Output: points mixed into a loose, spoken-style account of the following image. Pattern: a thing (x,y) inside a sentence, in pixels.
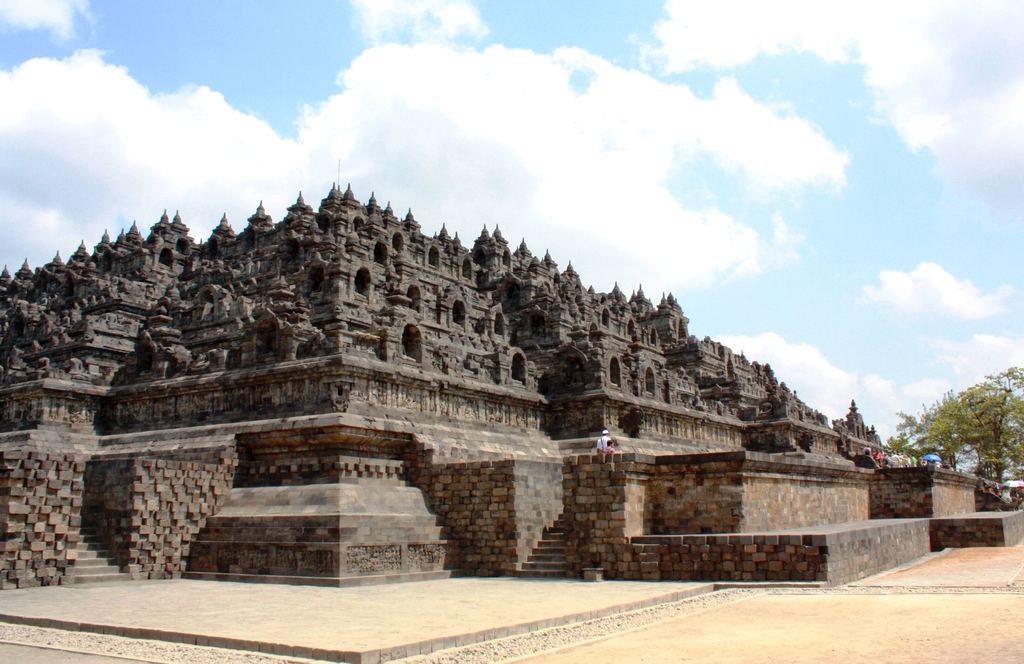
In this picture, we can see an ancient architecture (394,384) and some people (912,461) are standing on the path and on the right of the architecture (597,397) there are trees (942,415) and behind the architecture (580,330) there is a cloudy sky (735,133).
